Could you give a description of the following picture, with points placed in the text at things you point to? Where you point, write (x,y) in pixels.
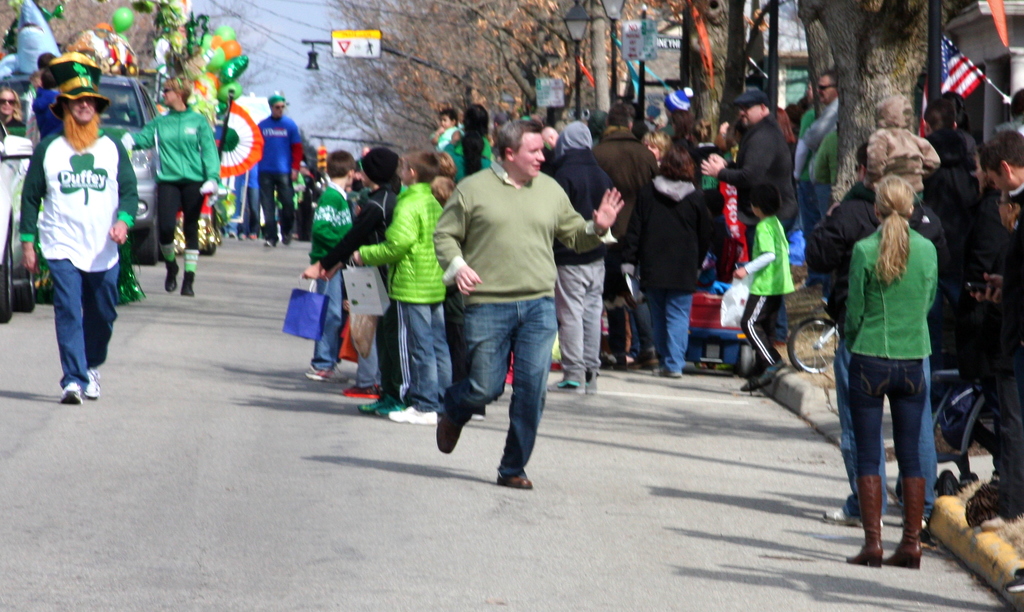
In this image we can see many people (555,207) standing and some of them are walking. On the left (14,205) there is a car (18,142) and we can see balloons (225,85). In the background (437,28) there are trees (400,99), boards (343,46), poles (304,41) and flags (953,68).
